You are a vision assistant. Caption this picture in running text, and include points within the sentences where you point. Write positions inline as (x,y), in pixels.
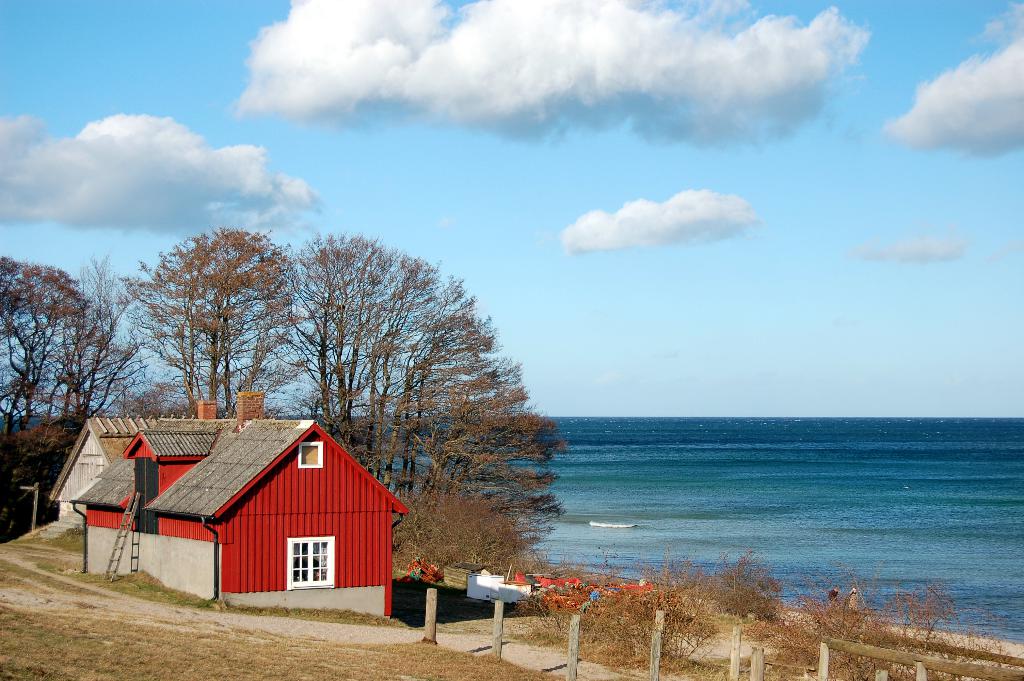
In this picture we can see few houses (292,525) and trees (220,355), in the background (636,424) we can see water (702,496) and clouds (700,50).
